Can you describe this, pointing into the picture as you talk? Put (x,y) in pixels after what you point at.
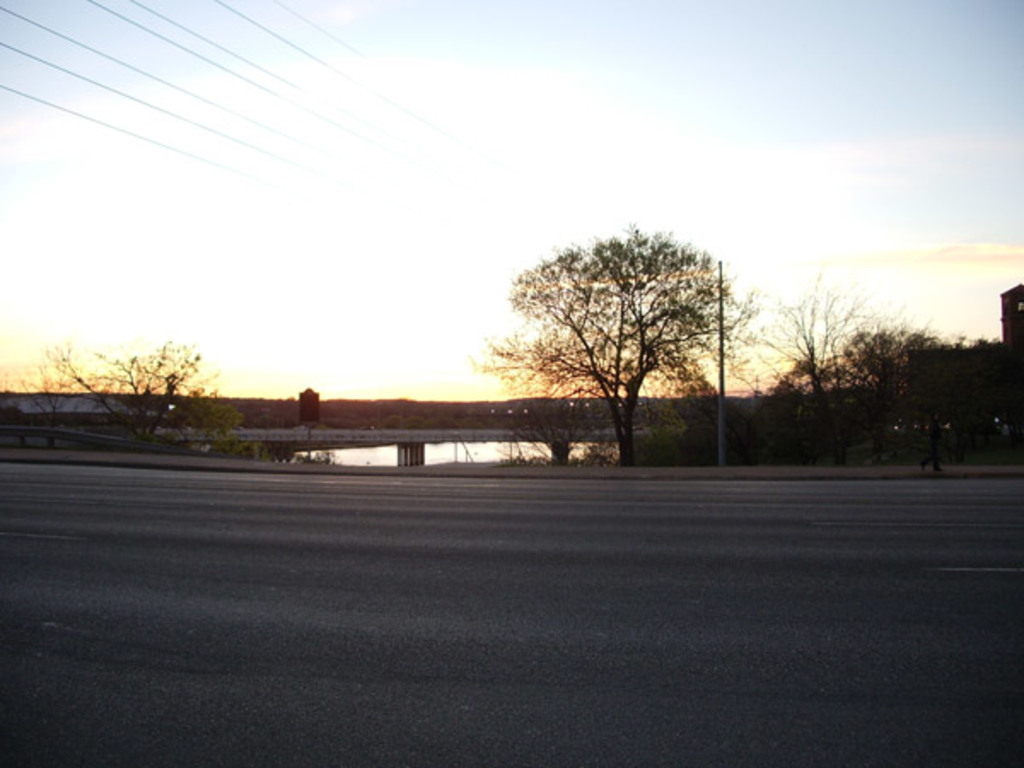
In this picture I see the road (274,542) in front (612,546) and on the right side of this image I see a person (931,430) and in the background (195,394) I see the trees (1019,366) and the sky (704,219) and on the top left of this image (113,13) I see the wires (127,69).
